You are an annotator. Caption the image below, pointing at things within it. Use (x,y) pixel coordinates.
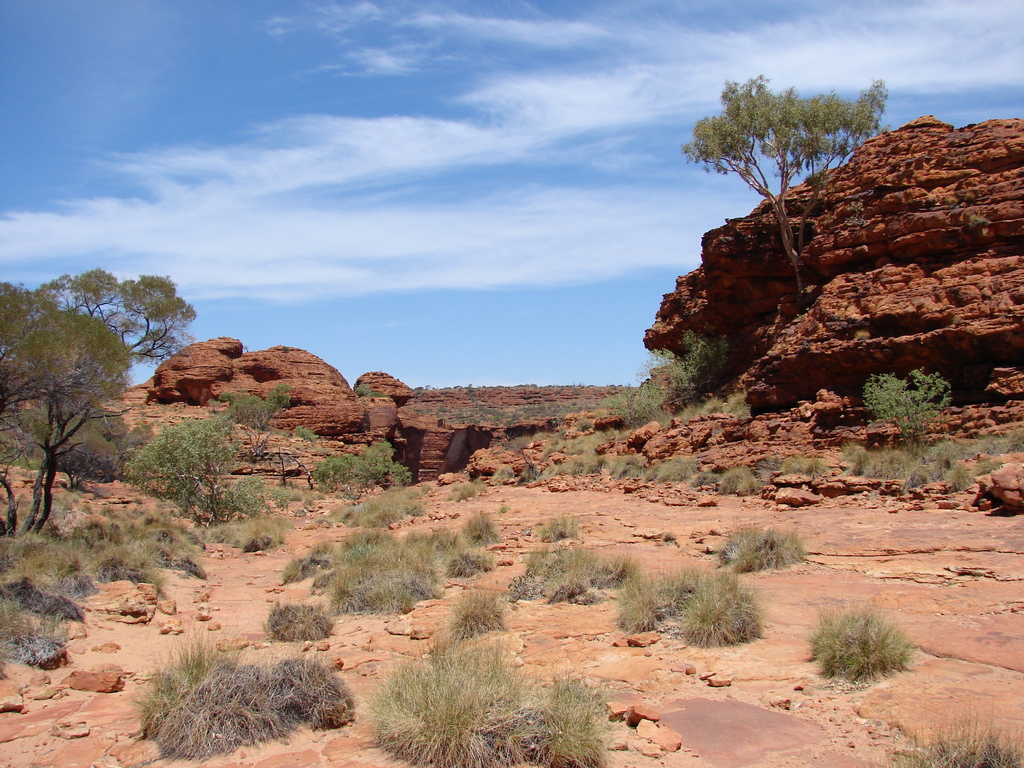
In this image we can see the grass (61,547), plants (195,457), rocks (476,457) and trees (251,435). In the background (910,370), we can see the rocks (501,410). At the top (386,121) we can see the sky (362,130).
